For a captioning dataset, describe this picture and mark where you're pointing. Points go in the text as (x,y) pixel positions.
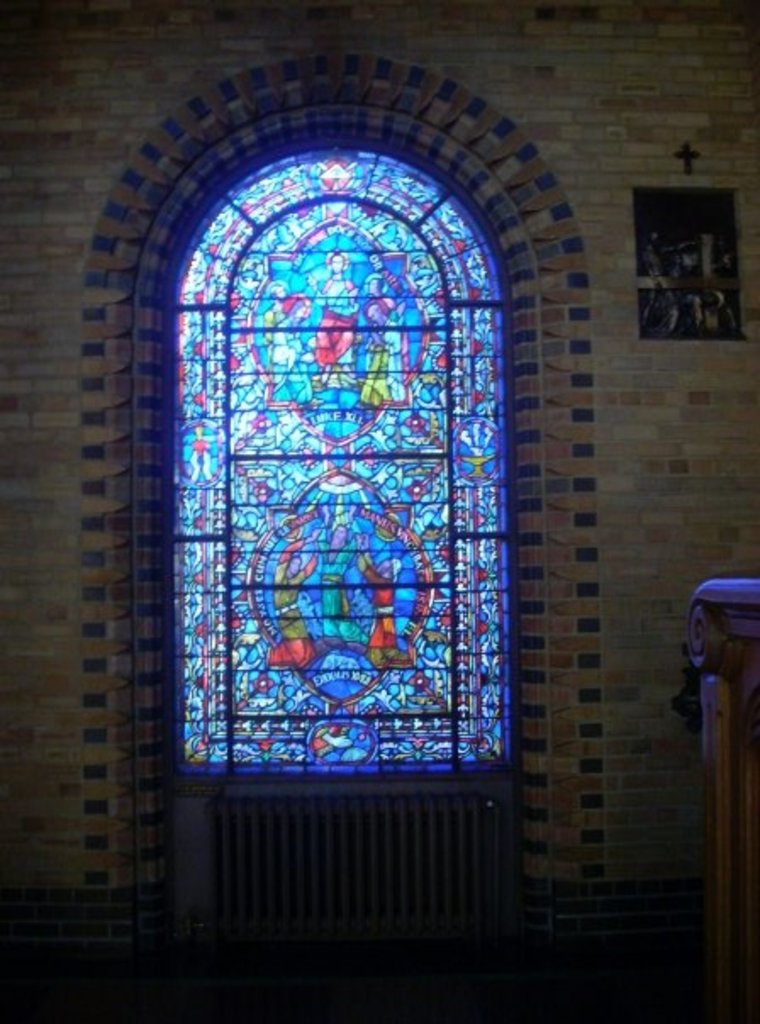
This is an inside view of a church (688,111). In the background (693,249) we can see a frame (693,249) and holy cross symbol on the wall (693,556). In this picture we can see painting (256,626) on the glass (276,355). Bottom portion of the picture (13,954) is dark. On the right side of the picture (754,648) we can see wooden object (717,1007).
